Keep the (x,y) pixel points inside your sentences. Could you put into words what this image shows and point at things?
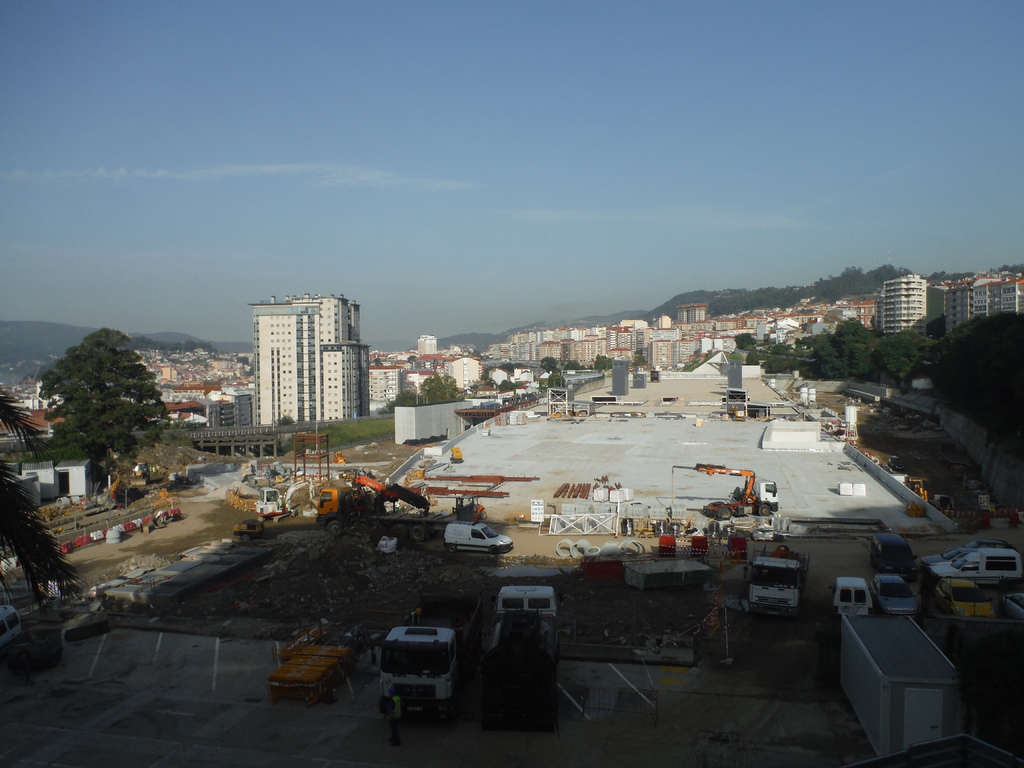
In this image there are buildings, vehicles (459,502), walkway (865,509), sand (220,516) and some people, and in the background (201,401) there are buildings (395,367), trees (897,336) and mountains (780,295). At the top of the image (533,170) there is sky (697,196), and in the foreground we could see some pillars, iron poles (468,485) and objects (566,519).
